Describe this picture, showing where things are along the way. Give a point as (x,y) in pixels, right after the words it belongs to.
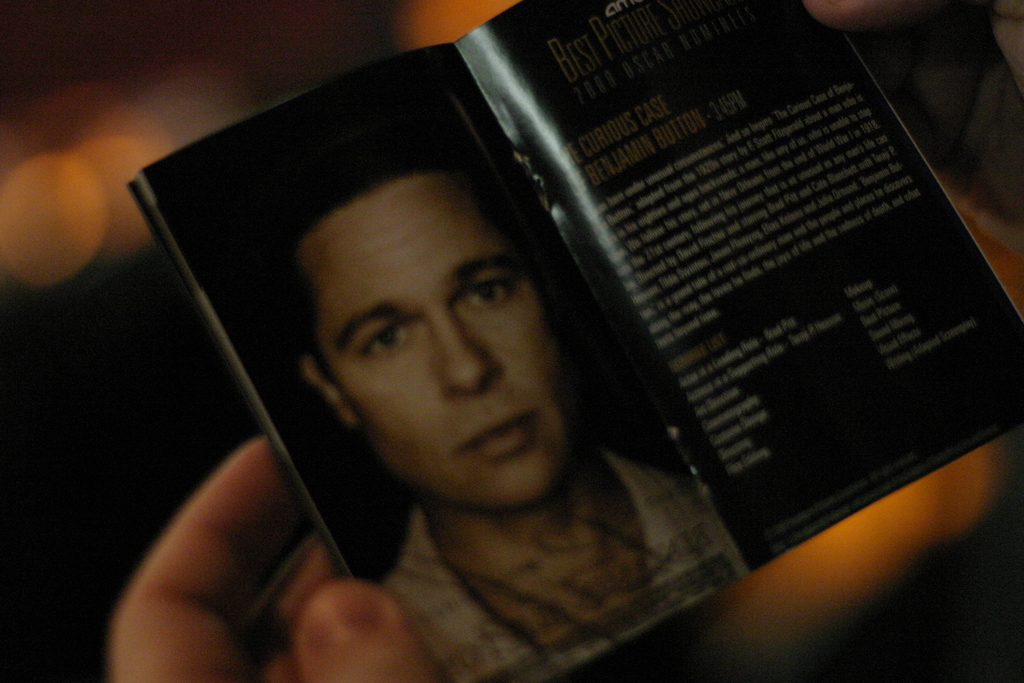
In this image we can see a person's hands (880,27). A person (888,39) is holding a book (681,312). In the book (664,347) we can see a person (502,404) and some description (742,252) on it. There is a blur background (96,502) in the image.
